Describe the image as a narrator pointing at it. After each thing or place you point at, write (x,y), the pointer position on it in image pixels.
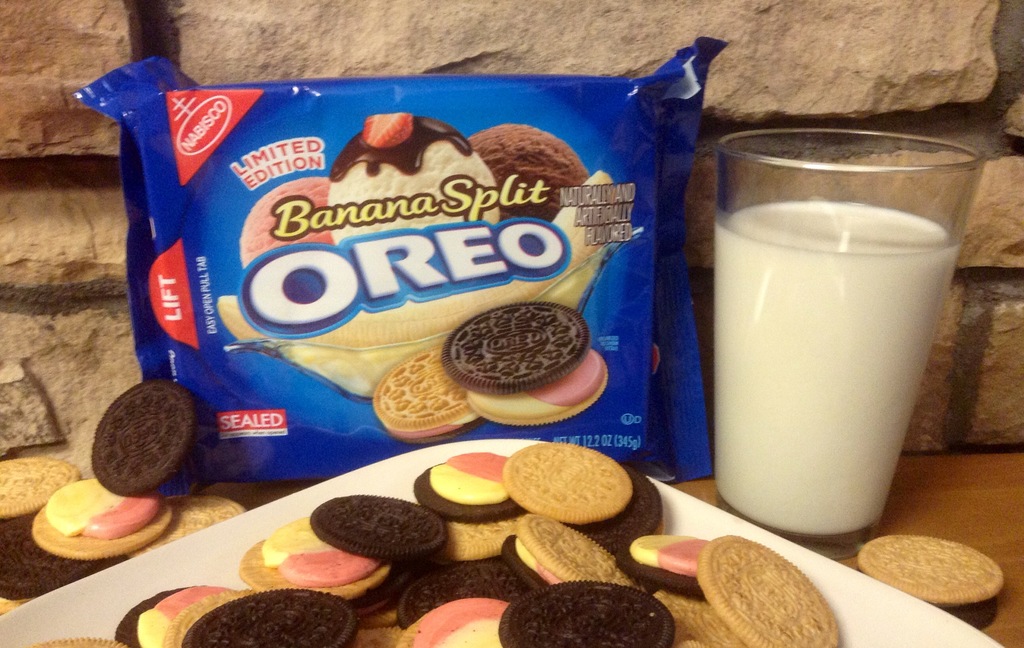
In this picture there is a Oreo biscuit packet (280,357) and some biscuits (706,553) in the white plate (864,619). Beside there is a milk glass (890,237). In the background (583,22) there is a granite wall (11,37).
